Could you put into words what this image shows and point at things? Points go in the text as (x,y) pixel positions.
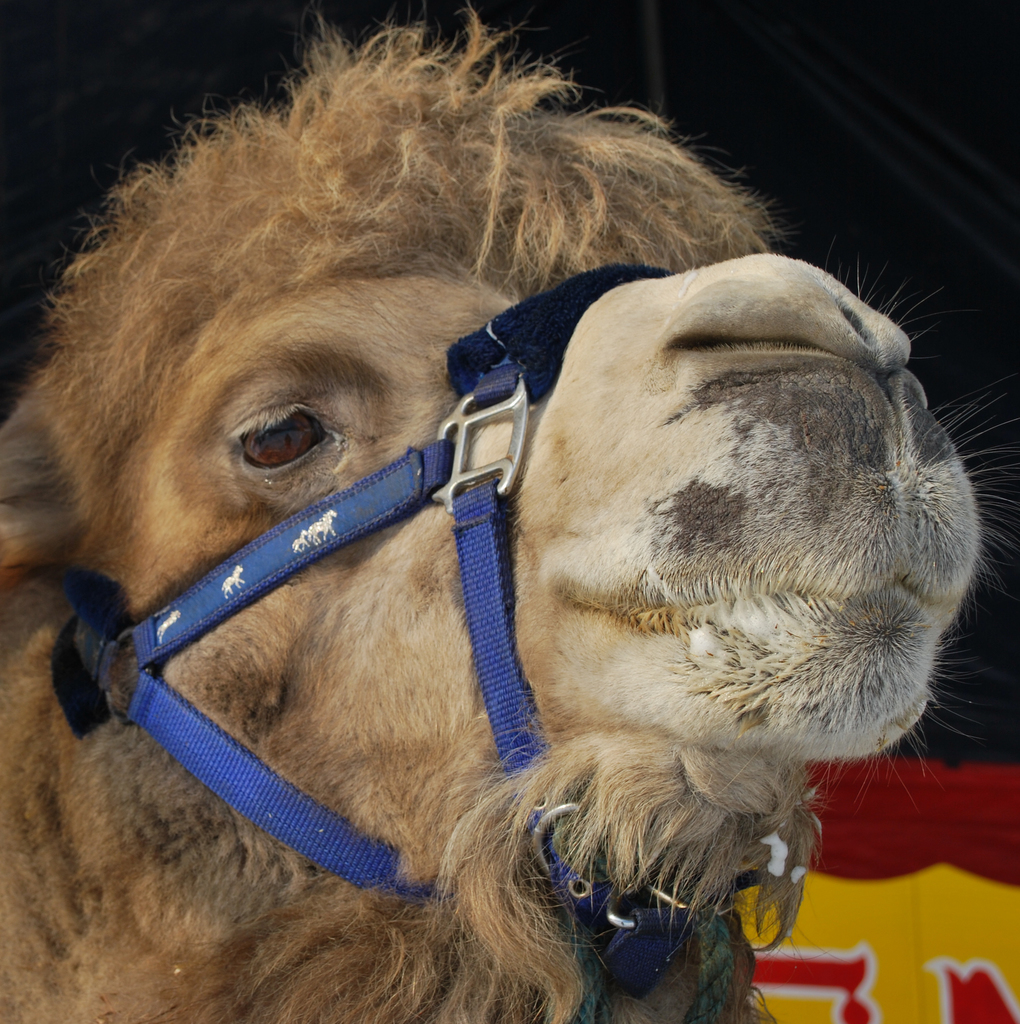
In this image we can see an animal (563,504).
